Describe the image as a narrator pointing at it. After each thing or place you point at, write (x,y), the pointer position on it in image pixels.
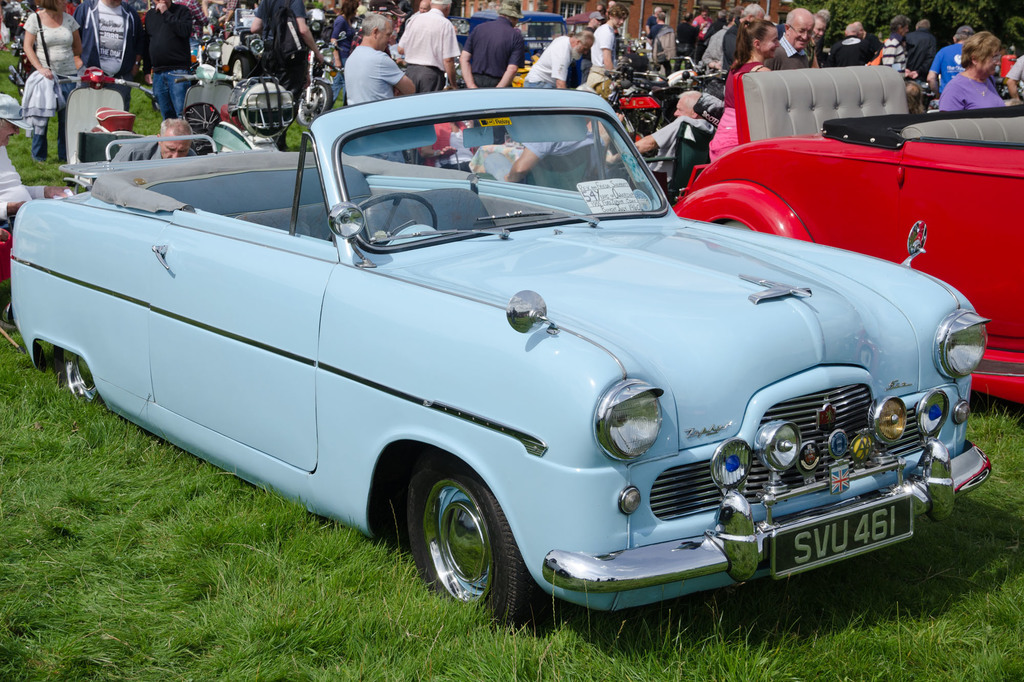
In this image there are few vehicles (460,258) and a few people (411,86) walking and standing on the surface (262,581) of the grass (218,533).
